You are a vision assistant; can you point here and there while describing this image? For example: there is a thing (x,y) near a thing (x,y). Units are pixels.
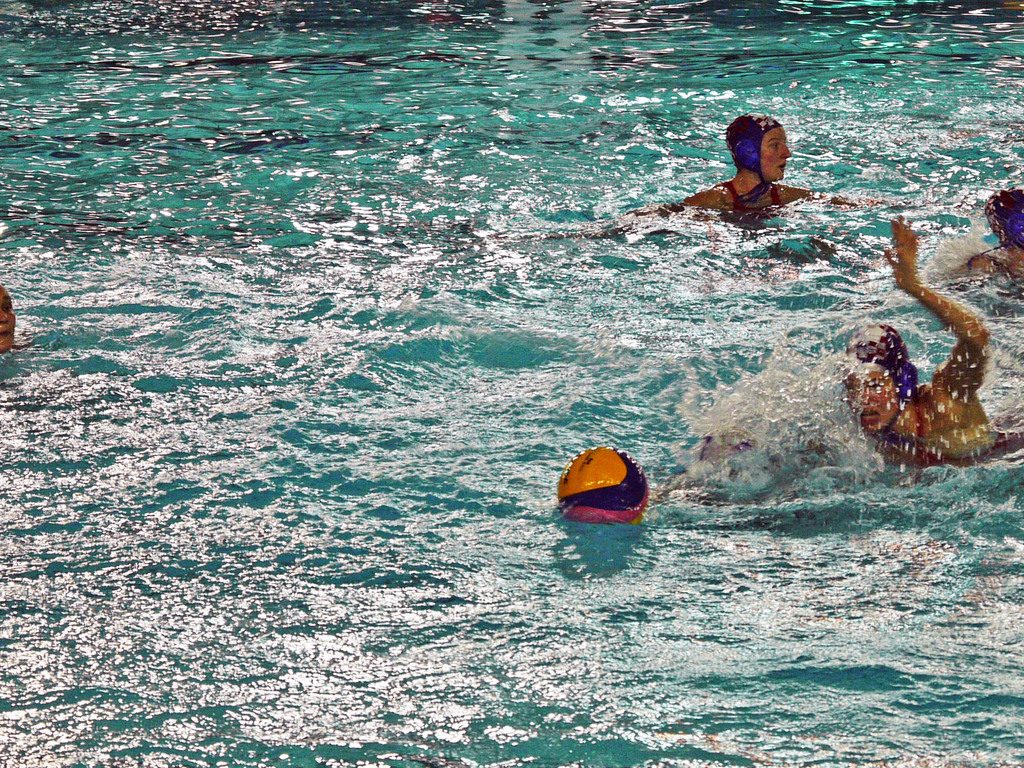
In this image I can see a ball (596,473) which is orange and blue in color on the surface of the water (555,487) and few persons (873,359) in the water (812,217). I can see the water (450,95) which are blue in color.
